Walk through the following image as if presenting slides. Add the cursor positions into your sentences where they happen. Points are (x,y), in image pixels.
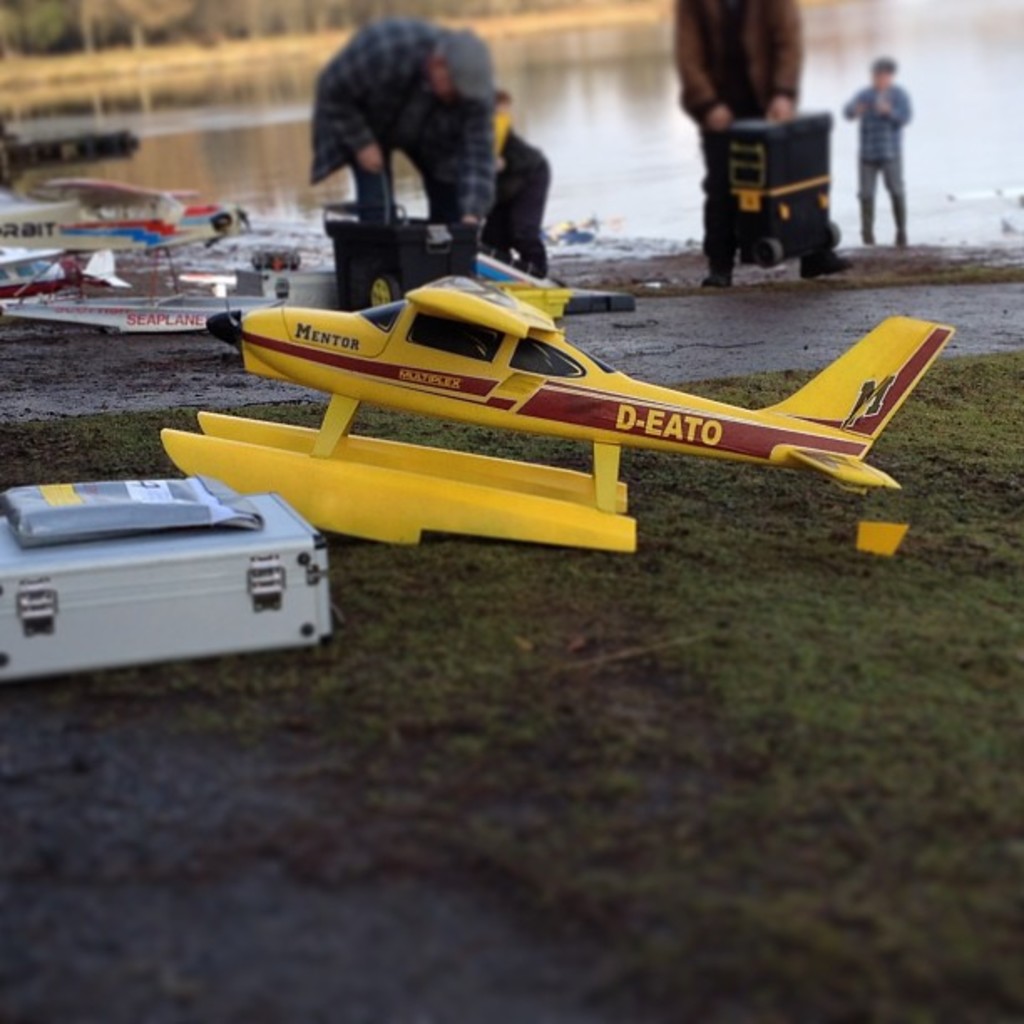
In the image there is a toy aircraft (454,380), beside that there is some other object (64,547) and in the background (386,105) there are few people (725,138), they are carrying some items (820,139) and behind them there is a water surface (270,239).
